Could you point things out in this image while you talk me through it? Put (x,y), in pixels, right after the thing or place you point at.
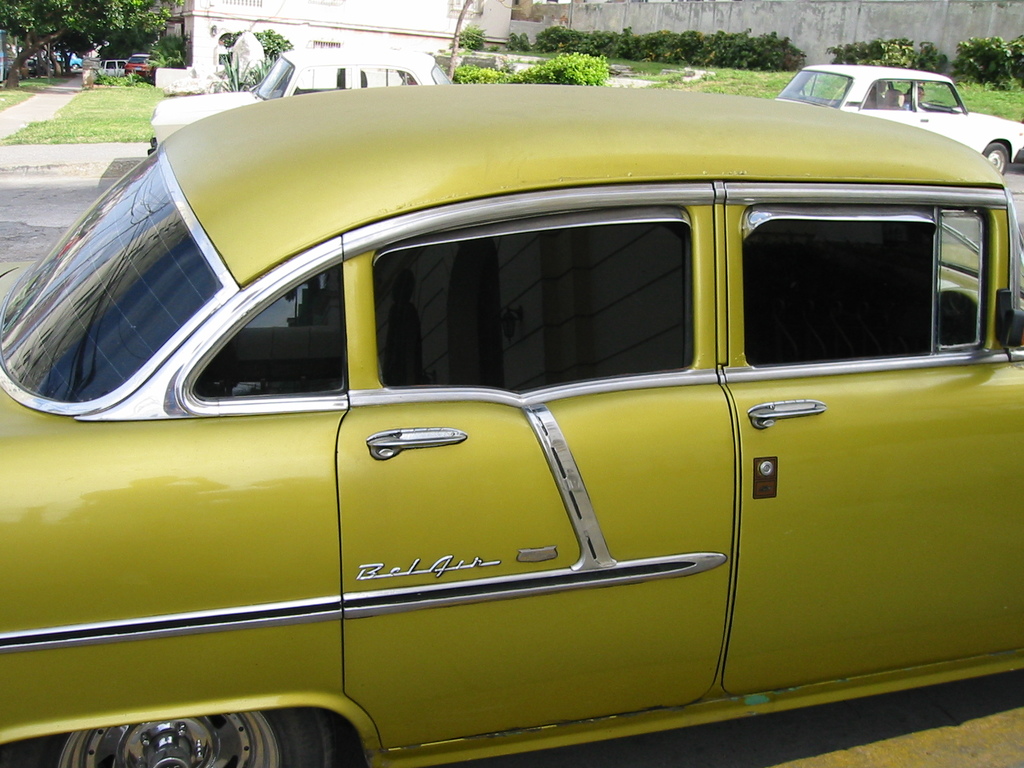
In this image, we can see cars (453,100) on the road (32,214). There is a building (345,24) at the top of the image (492,16). There are some plants (982,65) in front of the wall (687,19). There is a tree (51,39) in the top left of the image (57,42).
